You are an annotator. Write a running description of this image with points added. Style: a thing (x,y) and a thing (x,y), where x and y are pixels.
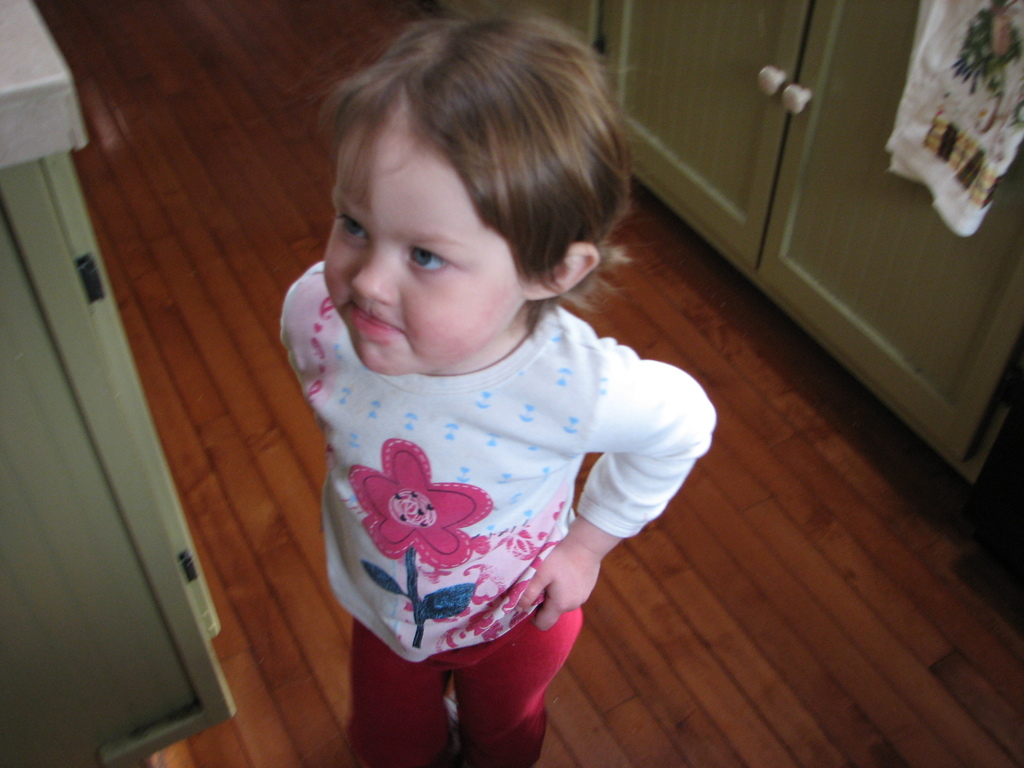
This image is taken indoors. At the bottom of the image (714,631) there is a floor (739,544). On the left side of the image (61,442) there is a table (95,285). In the middle of the image (454,359) there is a kid (407,269) standing on the floor (861,536). On the right side of the image (736,132) there are a few cupboards (824,114) and there is a napkin (967,124).
